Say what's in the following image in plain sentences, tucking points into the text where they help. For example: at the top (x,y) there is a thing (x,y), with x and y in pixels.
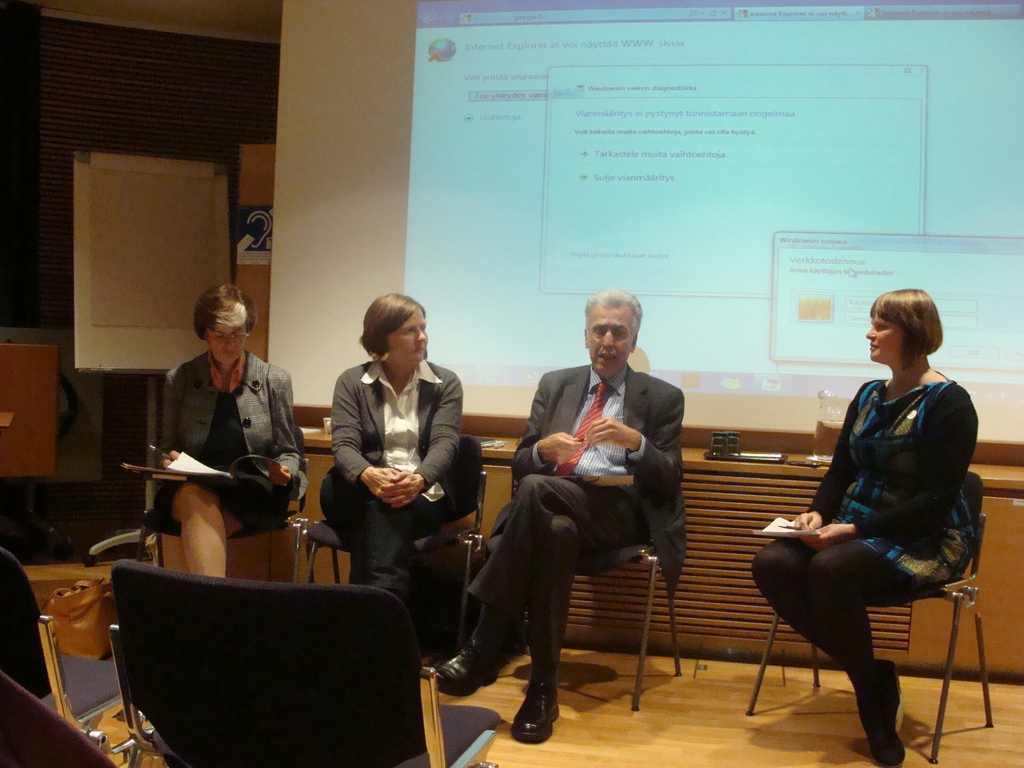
This image is taken inside the room (58,383). In this room (908,653) there are four people (372,489) three women (397,443) and a man (597,473). In the bottom of the image (608,702) there is a floor (735,732). In the bottom left of the image (233,762) there is an empty chair (314,698). In the right side of the image (871,642) a woman (944,336) is sitting on the chair (953,599). In the middle of the image three people (605,451) are sitting on the chairs (479,509). In the background (747,221) there is a wall (54,302) and a projector screen (651,182) with a text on it.
